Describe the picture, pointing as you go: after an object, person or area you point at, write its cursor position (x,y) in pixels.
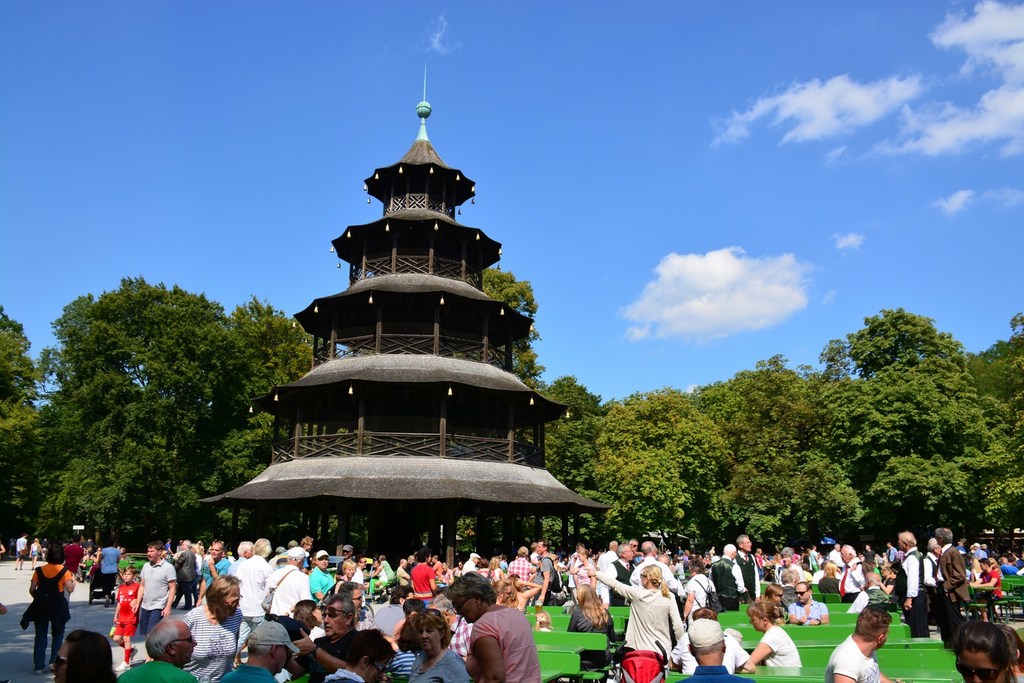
In this image I can see number of persons (347,583) are standing and few persons (869,651) are sitting on benches (730,623) which are green in color. In the background (205,395) I can see few trees (86,423), a building (455,399) and the sky (745,206).
